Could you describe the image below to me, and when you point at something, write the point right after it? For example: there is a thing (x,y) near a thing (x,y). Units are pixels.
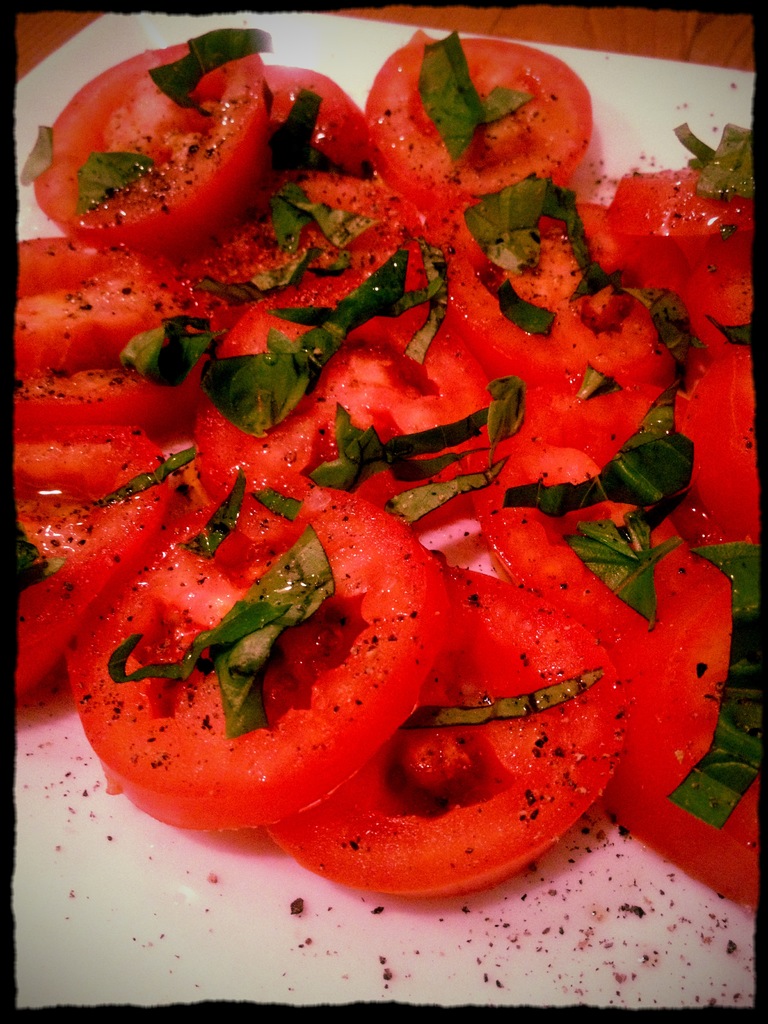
In this image there is the plate (379,953) truncated towards the bottom of the image (284,692), there is food (295,267) on the plate (470,520), the food (426,263) is truncated.
